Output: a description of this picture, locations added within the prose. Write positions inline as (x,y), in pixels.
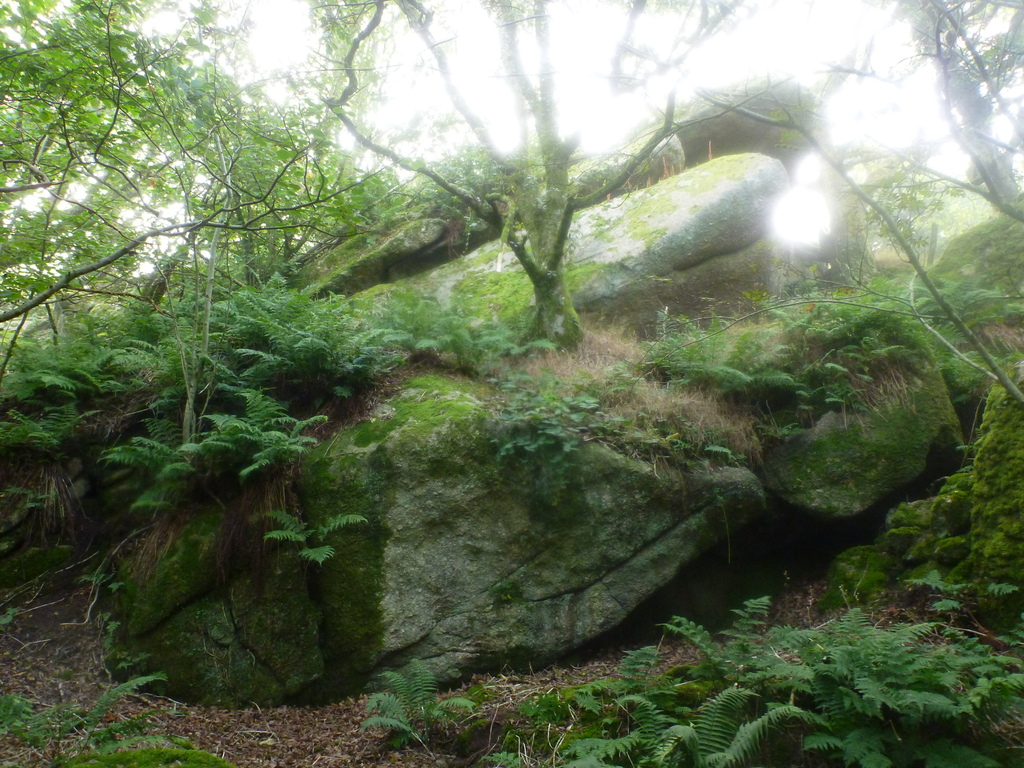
In this image there are rocks (650,264) and trees (396,152). At the bottom (875,669) there are plants (468,703).
